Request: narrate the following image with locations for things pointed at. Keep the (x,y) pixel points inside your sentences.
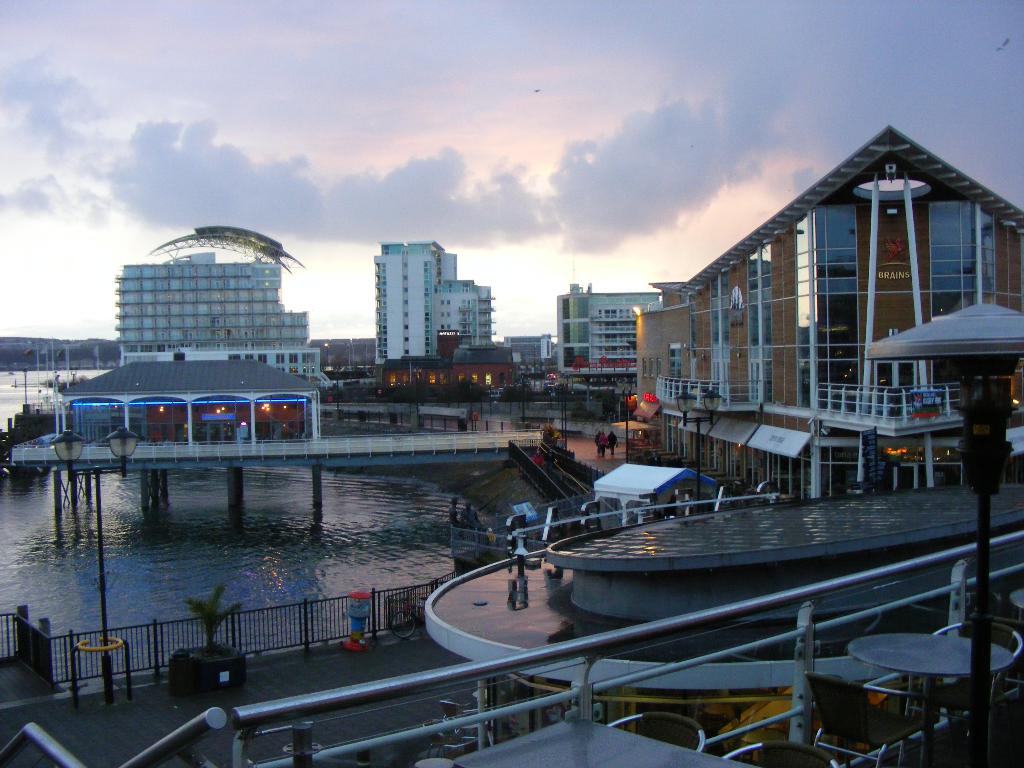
In this picture we can see buildings (399,300), there is water (281,530) in the middle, on the left side (282,627) we can see a plant (227,653) and railing (270,647), there are some people (602,442) in the middle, in the background (486,435) we can see a bridge (461,434), at the right bottom (809,747) there are some chairs (821,720) and tables (930,695), we can see the sky (177,228) at the top of the picture (402,170).
